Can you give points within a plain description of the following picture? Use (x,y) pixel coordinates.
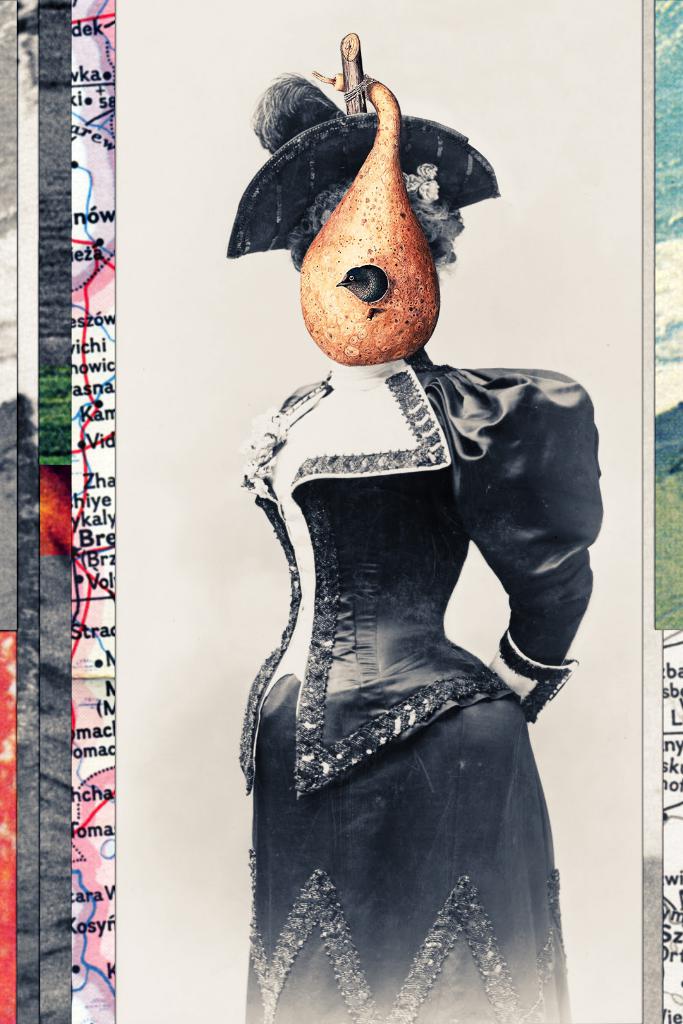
In this image I can see a person's wall painting (454,749), grass (675,557) and the sky (659,375). This image is taken during a day.
